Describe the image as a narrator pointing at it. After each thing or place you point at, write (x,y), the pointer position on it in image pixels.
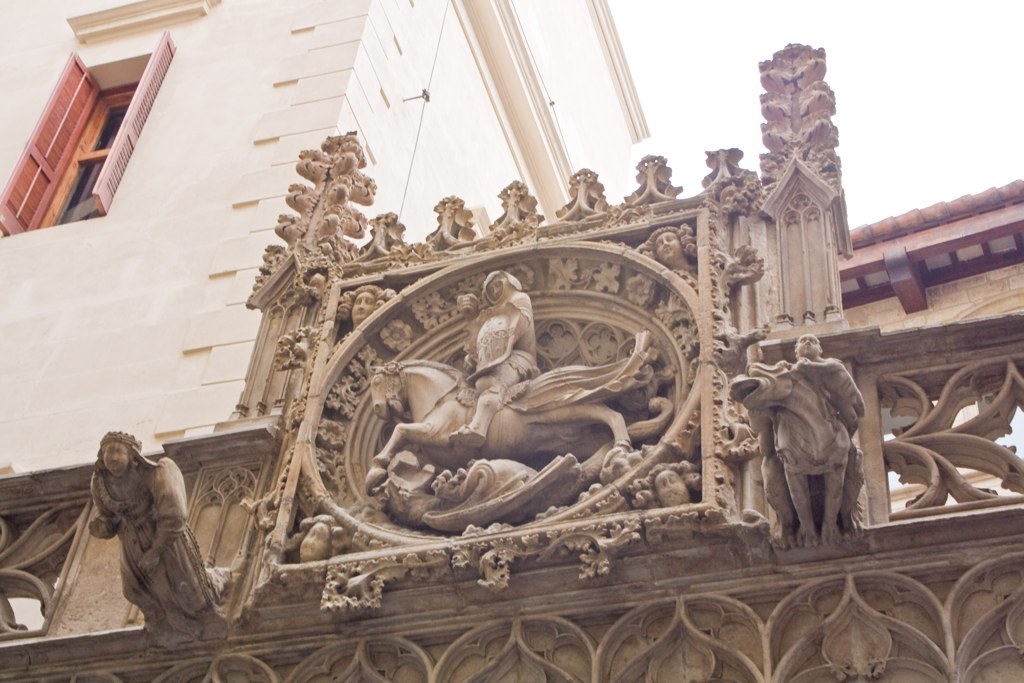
In this image I can see an arch (295,231), on the arch (521,215) I can see few statues (662,492), background (228,193) I can see the building (238,151) in cream color, sky (703,85) in white color.
